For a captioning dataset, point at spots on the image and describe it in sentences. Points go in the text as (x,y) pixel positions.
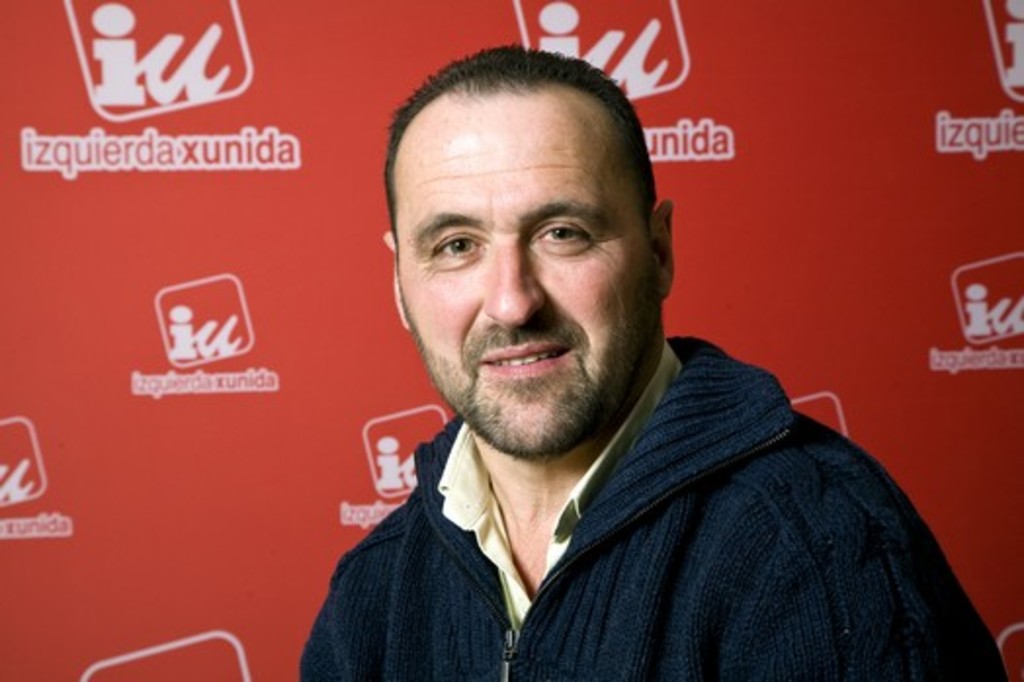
There is a man (532,417) wore blue jacket (639,569), behind him we can see hoarding (117,322).
